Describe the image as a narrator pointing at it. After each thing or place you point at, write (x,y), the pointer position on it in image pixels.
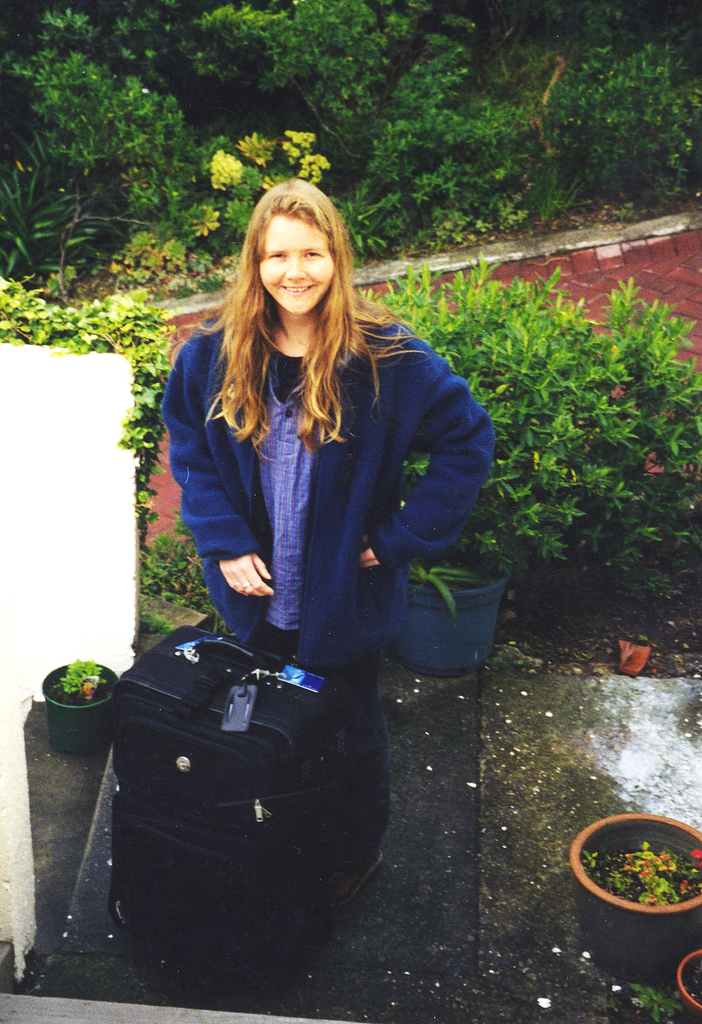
In this image we can see a girl (323,453) is standing. She is wearing blue color jacket (375,422). In front of her black color suitcase (220,836) is present. Behind her plants (108,137) and trees (231,79) are there. Right bottom of the image (653,906) pot (647,918) is present.
